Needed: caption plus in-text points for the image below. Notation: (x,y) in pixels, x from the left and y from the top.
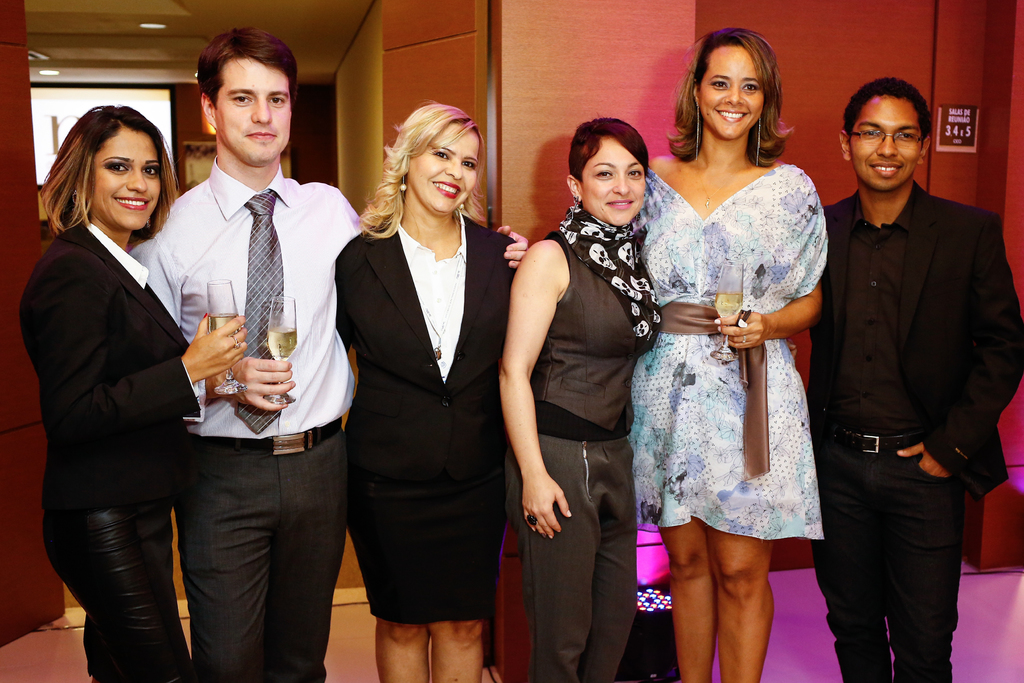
In this image we can see some people (593,503) standing in a room (842,179) and posing for a photo and among them some are holding a glass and in the background (842,61), we can see the wall (842,61). We can see the light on the floor (10,658).
